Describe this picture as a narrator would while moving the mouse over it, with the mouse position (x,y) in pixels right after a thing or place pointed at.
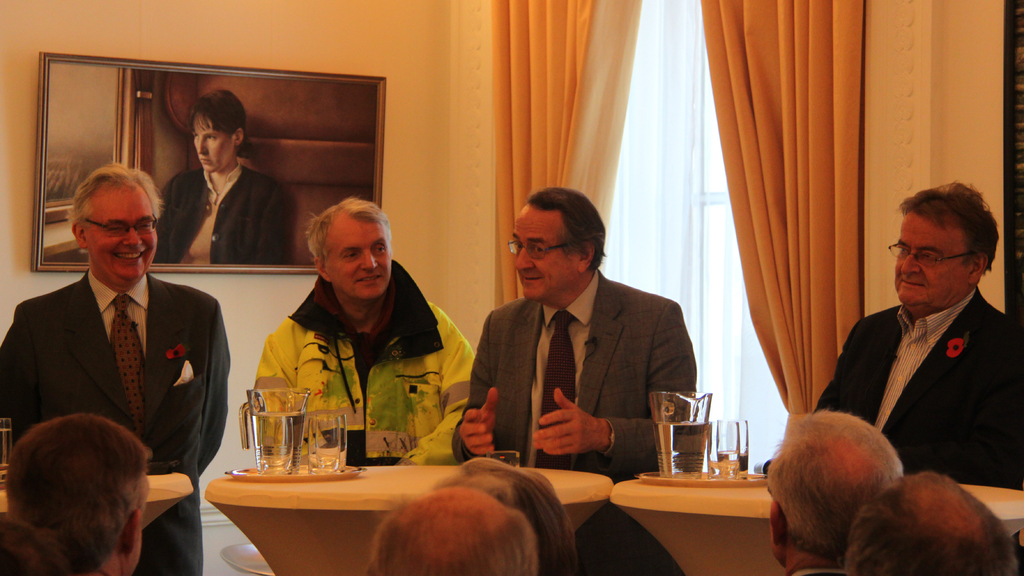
In this picture we can see some people (531,333) are in standing position in front of them there is a table (330,511) on the table (333,500) we have mug (293,432) and glasses (322,471) filled with water (279,435) and opposite few people (785,531) are sitting and watching to them.
